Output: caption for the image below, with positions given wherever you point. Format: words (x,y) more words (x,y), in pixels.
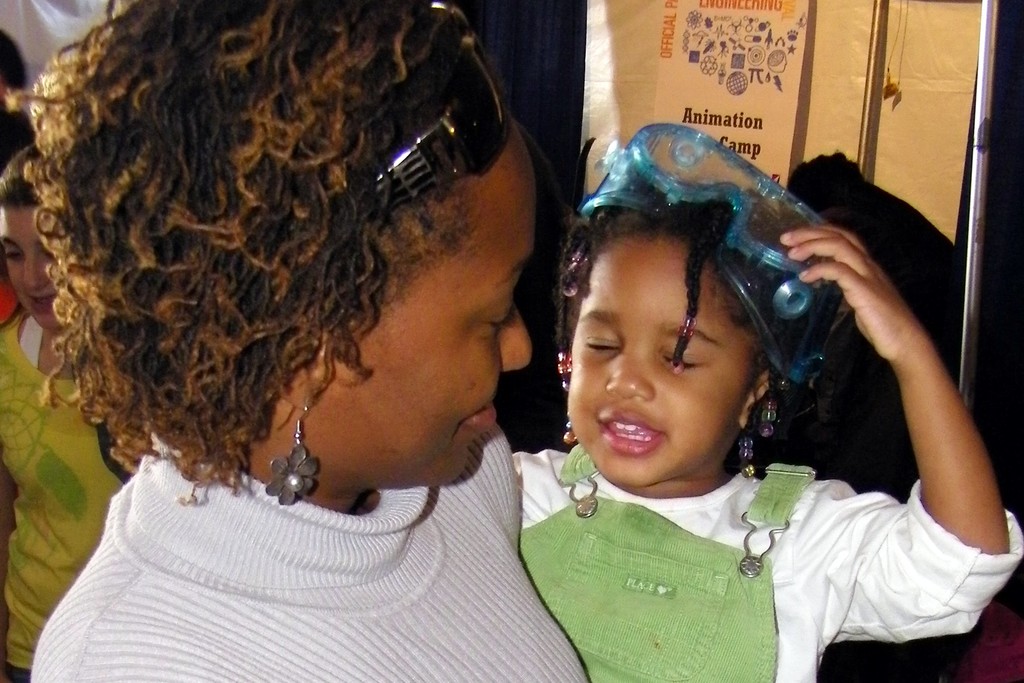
In this image I can see the group of people (320,492) with white, green and yellow color dresses (193,576). I can see one person (376,177) is wearing the goggles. In the back (676,37) I can see the banner (708,67).
